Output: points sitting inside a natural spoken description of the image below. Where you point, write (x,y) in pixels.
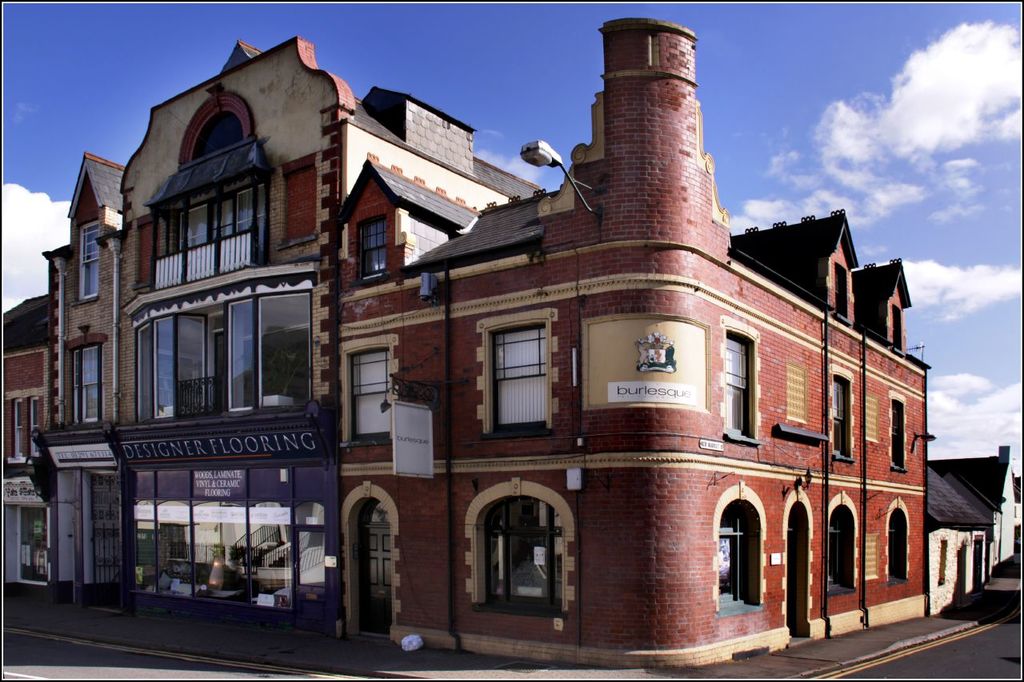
At the bottom of this image (136,646), there is a road (124,652) and a footpath (149,634). In the background (379,595), there are buildings (645,440) and there are clouds (997,408) in the sky (429,8).
